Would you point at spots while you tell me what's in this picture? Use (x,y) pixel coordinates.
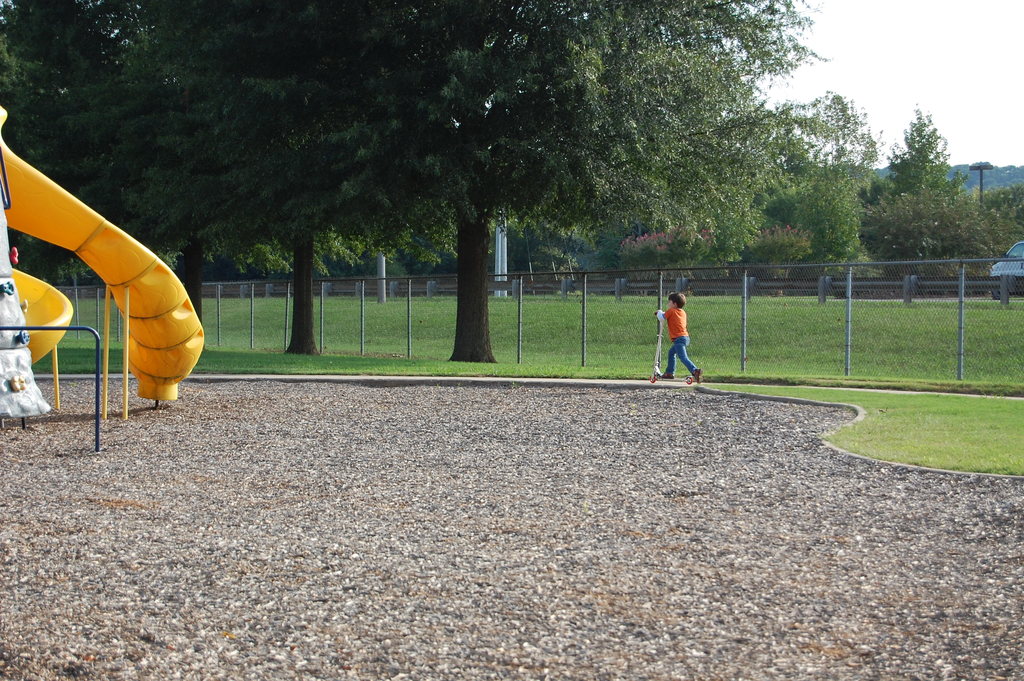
This is a boy (674,339) standing on the foldable kids scooter (659,366). These look like the sliding boards (83,225), which are yellow in color. I think this is the children's area (108,446). This looks like a fence (558,299). These are the trees (700,182) with the branches (547,194) and leaves (563,194). Here is the grass (929,425).
